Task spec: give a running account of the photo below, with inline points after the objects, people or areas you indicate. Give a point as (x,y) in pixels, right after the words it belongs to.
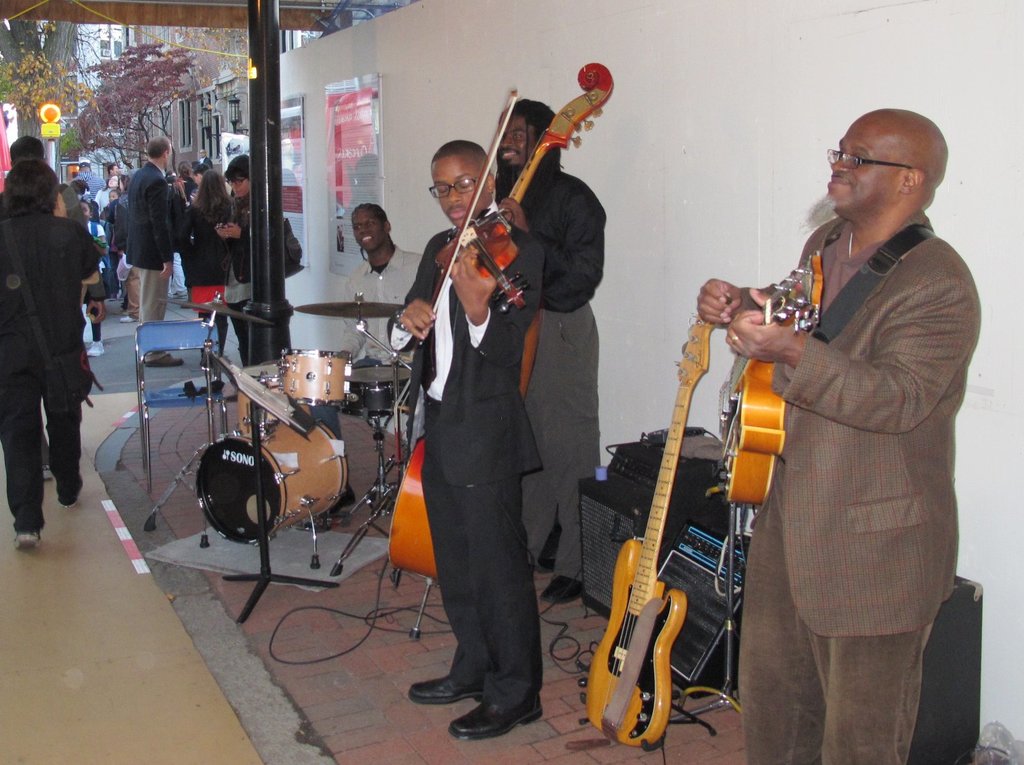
This picture describe a group of people (507,439) standing under the shed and playing a guitar (766,413), on the right side (902,357) we can see a person (882,432) wearing brown coat (872,447) and pant (845,692) playing guitar (774,410). And instrument (617,592) and speakers (591,583) are placed on the floor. In middle (454,352) we can see a person (478,390) wearing black coat (478,377) playing violin (472,242) and on behind playing double bass (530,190), On left side (325,304) a person (381,322) sitting and playing drums (343,379). On the extreme behind we can see building (184,74), tree (135,107) and group of people (157,193) standing.
